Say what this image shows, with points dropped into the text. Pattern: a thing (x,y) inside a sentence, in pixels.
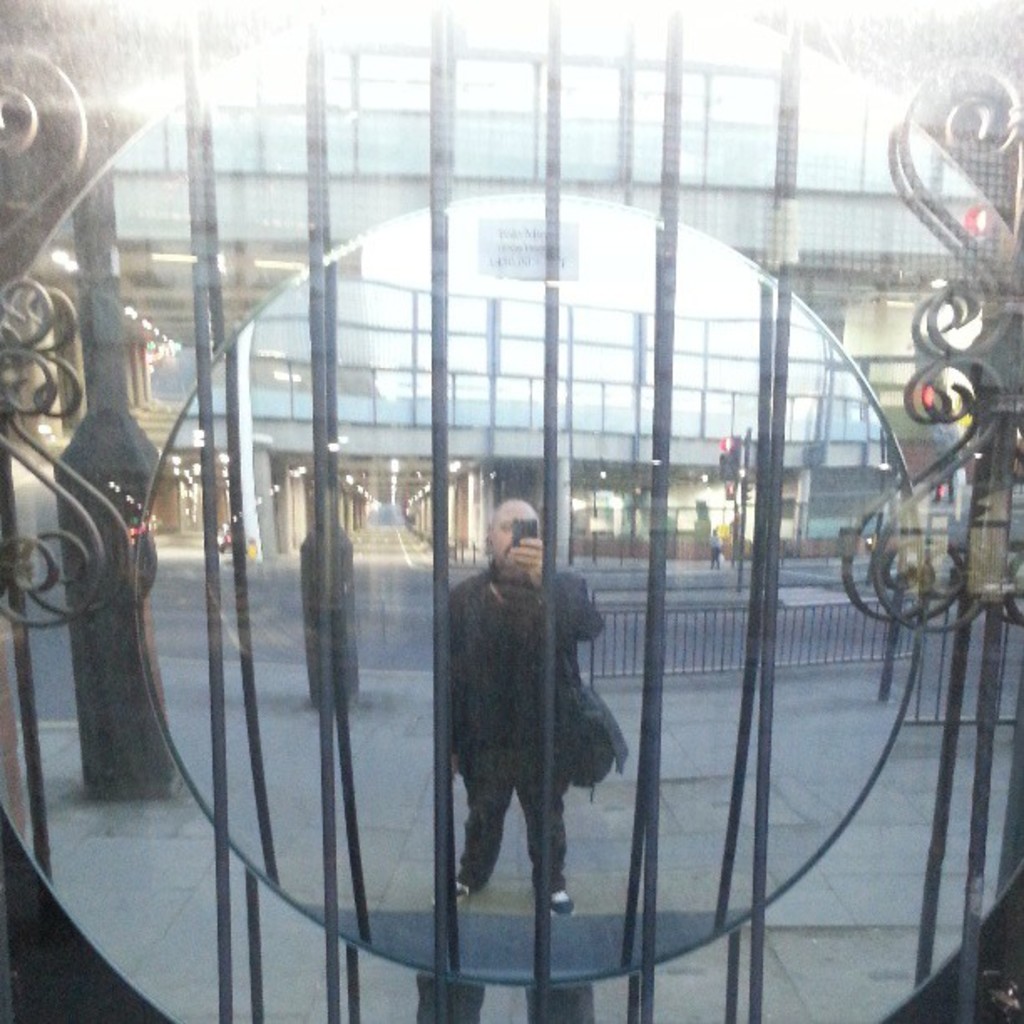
In this picture there is a mirror (461,423), in the mirror (102,793) we can see the reflection (238,611) of designed iron frame (444,686) and there is a person (483,675) in black dress (516,605) holding an object (520,526) and there are buildings (599,470), roads (644,575) and railing (706,643).
